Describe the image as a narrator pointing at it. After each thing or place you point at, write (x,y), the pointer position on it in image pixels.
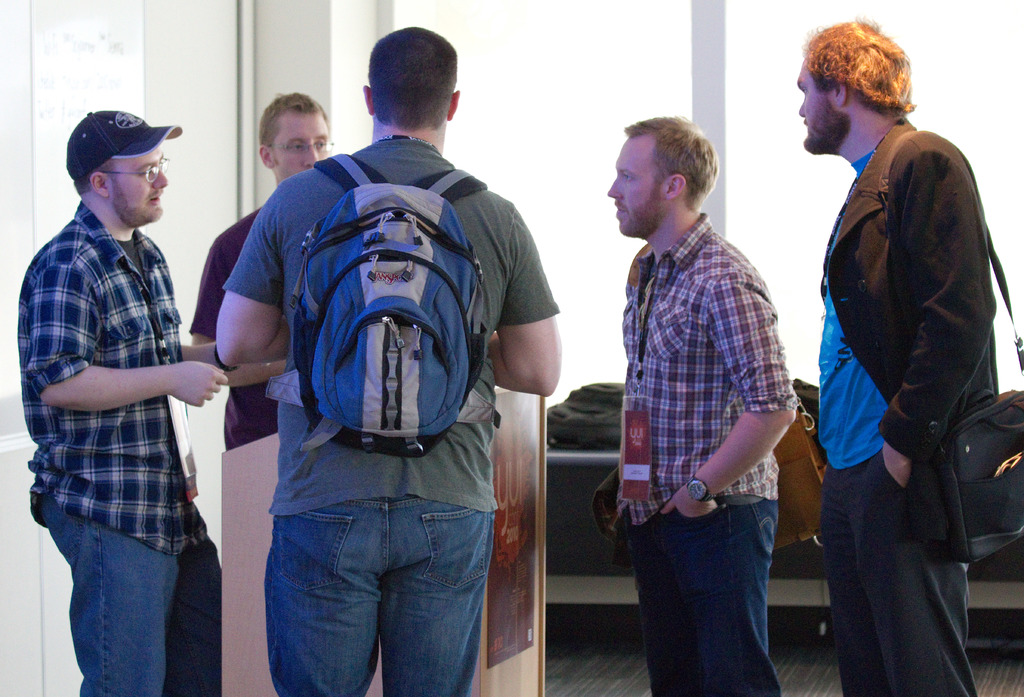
This picture is clicked inside the room (591,302). In the foreground (226,262) we can see the group of men (667,191) standing and we can see the bags (437,305), wooden object (511,453) seems to be the podium (517,660). In the background (586,145) we can see the wall (316,57) and some other items (551,502).
